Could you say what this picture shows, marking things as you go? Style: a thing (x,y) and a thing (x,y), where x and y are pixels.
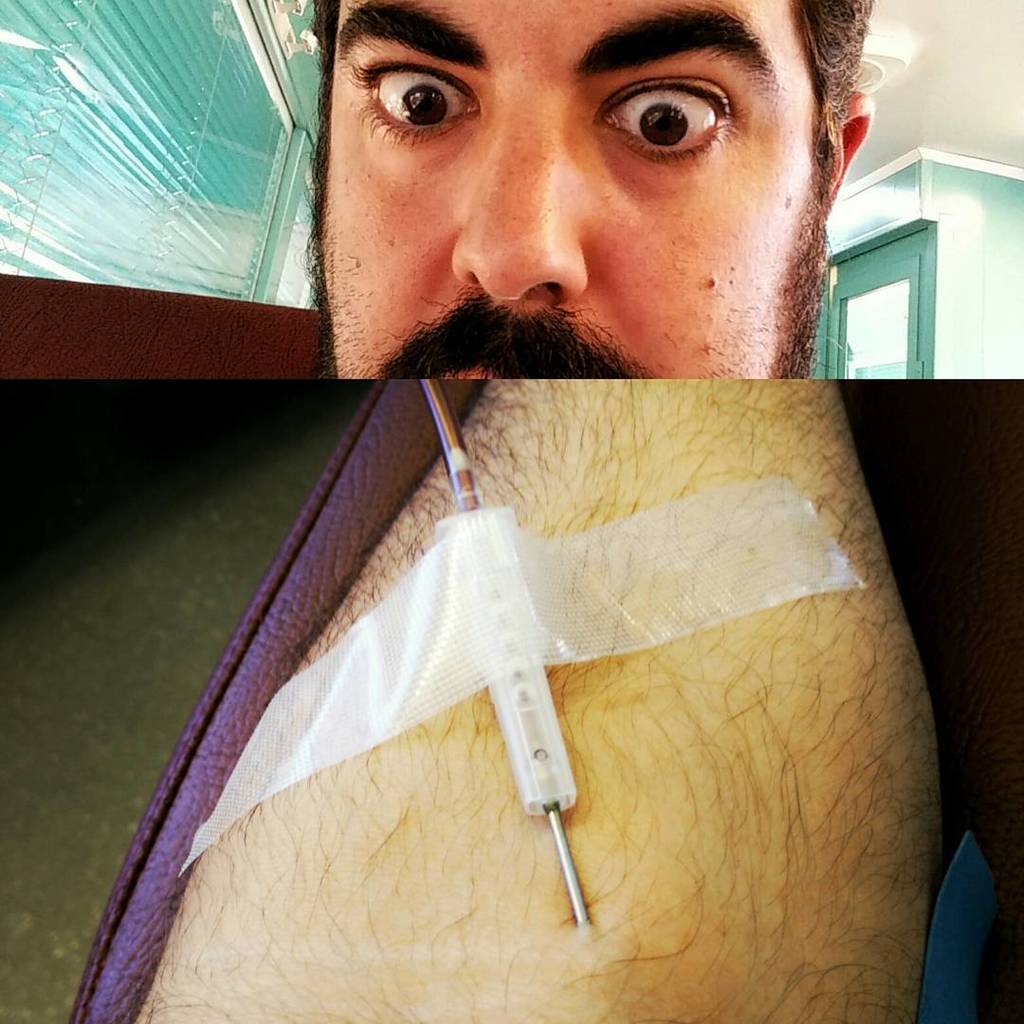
In this image we can see collage of pictures. one person (557,216) and a needle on a hand (464,832) stick with a tape (577,591). in the background (99,105), we can see group of windows (182,111) and door (891,313).
